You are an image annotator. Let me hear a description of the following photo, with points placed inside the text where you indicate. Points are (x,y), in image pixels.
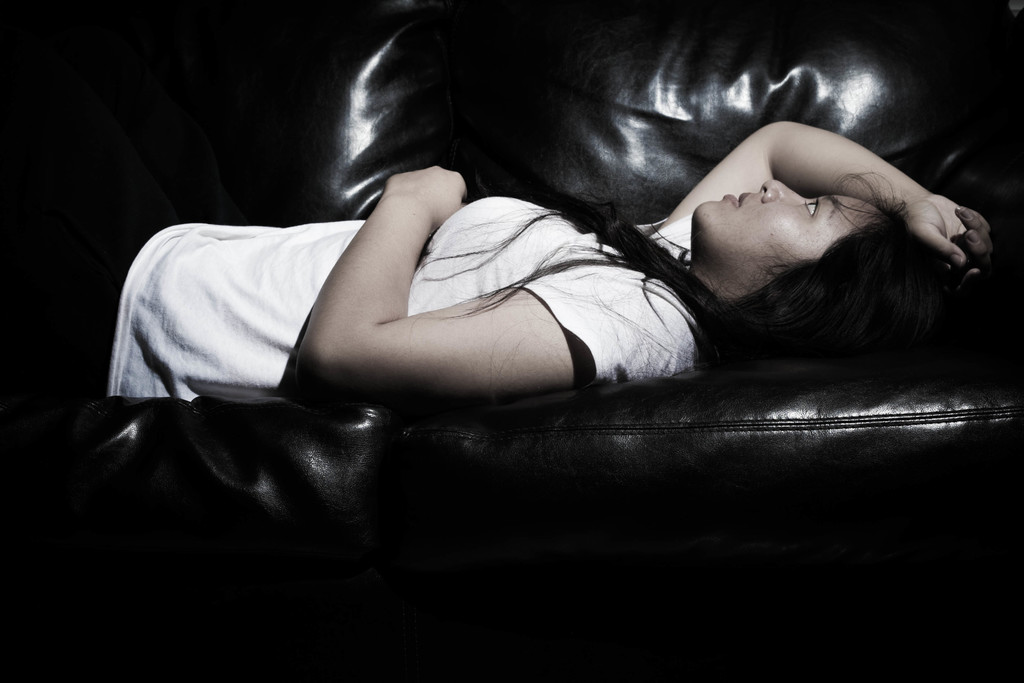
In this image person (452,217) is lying on the sofa (247,406).
